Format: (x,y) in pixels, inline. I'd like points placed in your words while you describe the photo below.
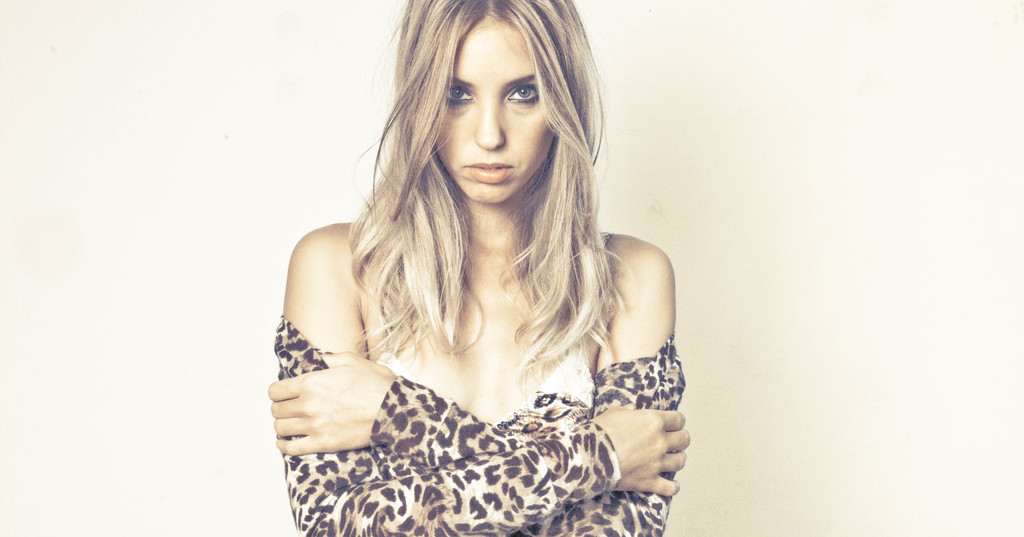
In this image I can see a woman (473,431) wearing brown and white colored dress (433,443) and I can see the white colored background (243,219).
